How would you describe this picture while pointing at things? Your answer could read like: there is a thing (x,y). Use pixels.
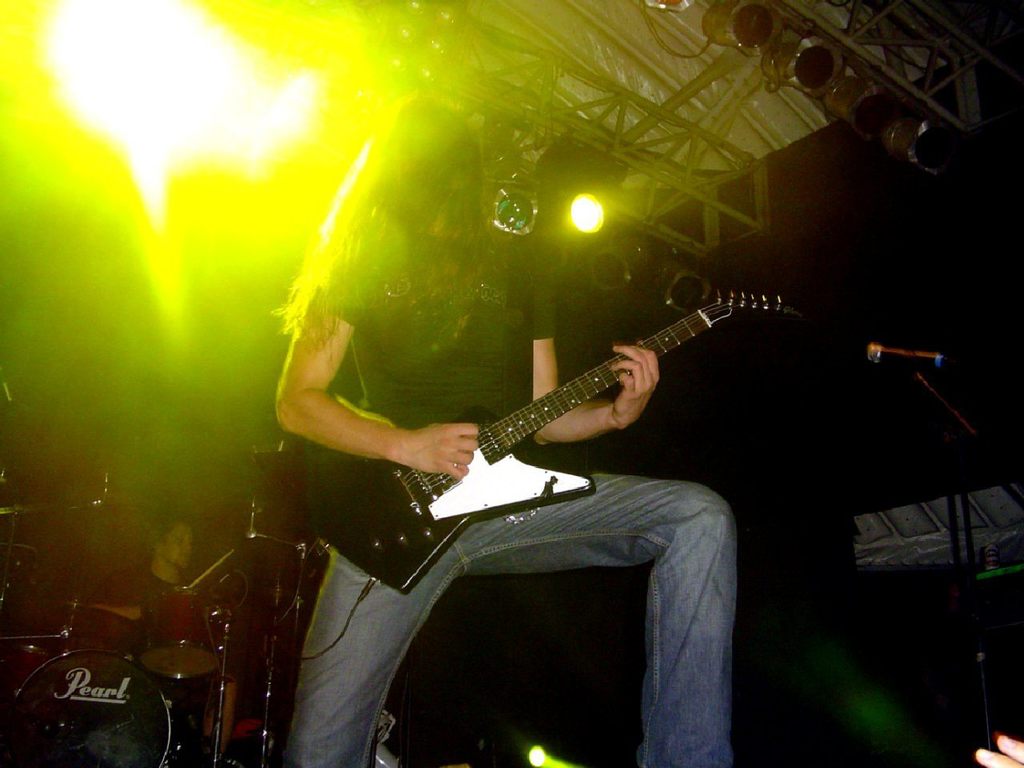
As we can see in the image there are lights (595,200), two people (407,411). The women (432,410) who is standing here is holding guitar (404,515) and the man (183,565) who is over here is playing musical drums (164,659).
